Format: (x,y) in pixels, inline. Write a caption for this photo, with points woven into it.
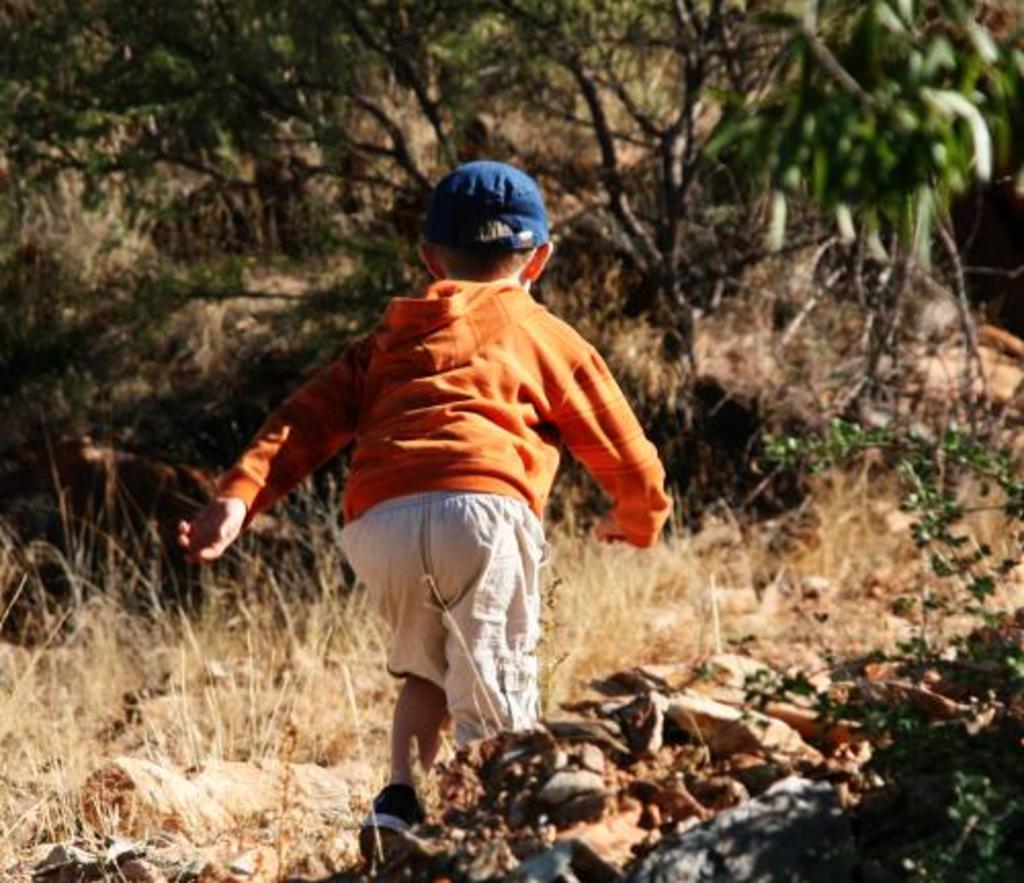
In this picture we can see a kid (441,456) running, at the bottom (333,673) there is grass (375,681) and stones (34,872), we can see trees (775,127) in the background (507,96), this kid (495,277) wore a cap (472,223).
